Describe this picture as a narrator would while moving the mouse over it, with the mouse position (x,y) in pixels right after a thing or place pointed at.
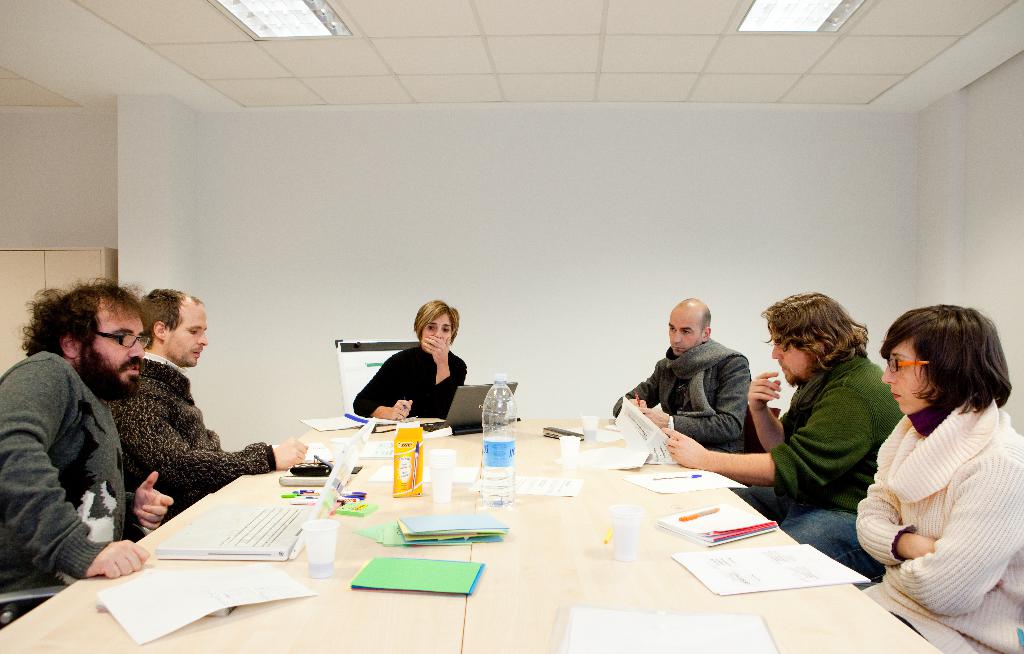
Here we can see six persons (691,407) are sitting on the chairs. This is table (543,582). On the table (689,586) there are books (434,577), papers (414,534), laptops (271,530), bottle (507,481), and glasses (441,460). In the background (573,193) there is a wall (716,190). This is roof (475,41) and these are the lights (294,31).
